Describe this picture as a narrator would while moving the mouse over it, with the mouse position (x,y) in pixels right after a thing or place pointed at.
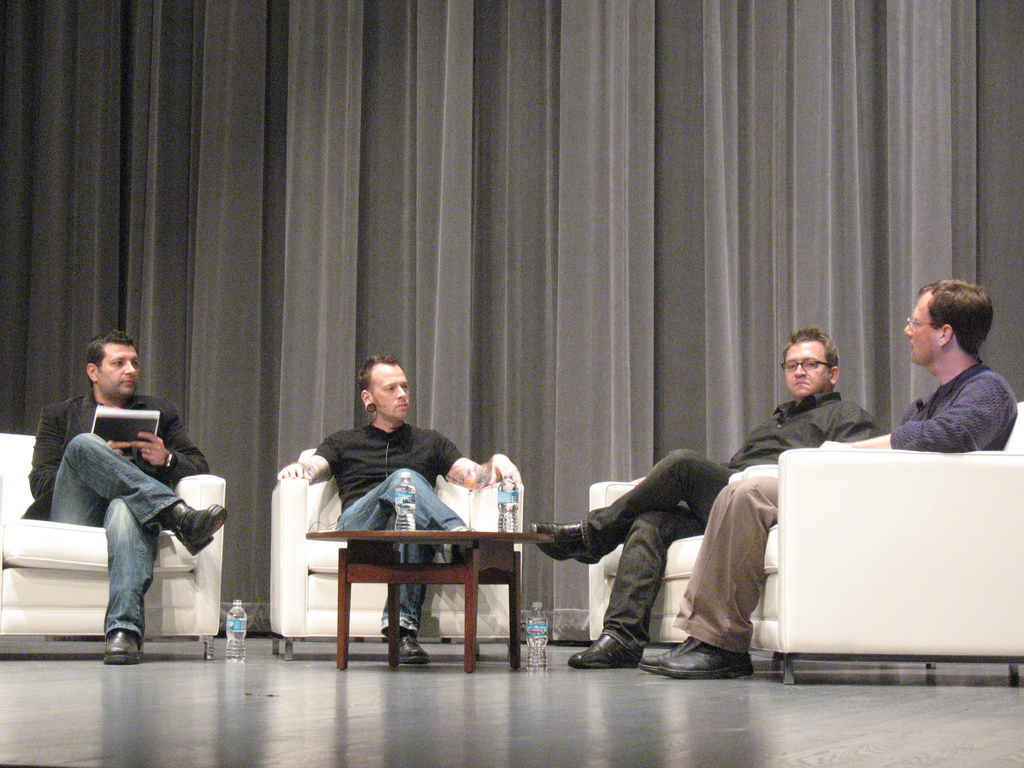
As we can see in the image there are curtains (328,148) and four people (843,425) sitting on sofas (1006,500). The man (126,466) who is sitting on the left side (121,467) is holding book (118,417). In the middle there is a table (463,578). On table (463,578) there are bottles (405,517).
